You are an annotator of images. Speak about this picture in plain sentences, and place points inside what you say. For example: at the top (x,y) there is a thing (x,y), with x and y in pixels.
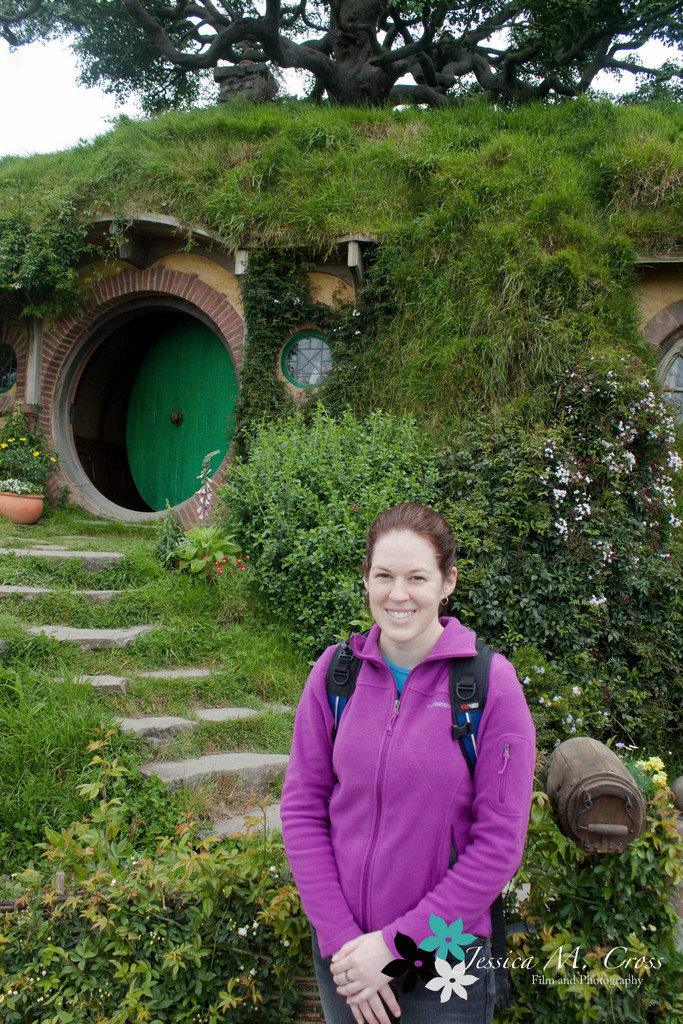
In the foreground of this image (390,815), there is a woman (393,832) in violet coat (456,837) standing and wearing a backpack (468,687) having smile (400,618) on her face (401,627). In the background (492,447), there are plants (370,456), grass (84,808), stairs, circular door (145,396) to a house (210,319) on which there is grass (430,155) over it. On the top (446,44), there is a tree (335,30) and the sky (98,93).
